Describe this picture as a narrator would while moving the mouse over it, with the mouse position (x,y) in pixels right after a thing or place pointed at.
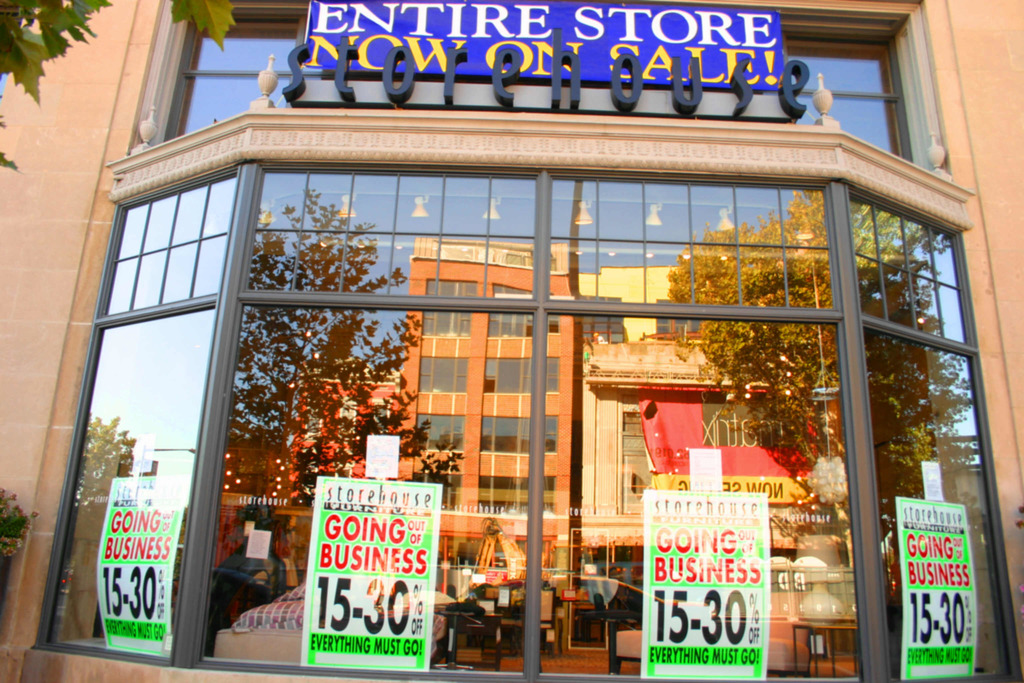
In this image there is a building (427,154) for that building (514,149) there are glass doors (196,604), on that doors (769,336) there are posters (690,547), on that posters (422,558) there is some text (739,568) and there are trees (720,349), buildings (595,347) are visible, in the top left (214,10) there are leaves (200,4).
